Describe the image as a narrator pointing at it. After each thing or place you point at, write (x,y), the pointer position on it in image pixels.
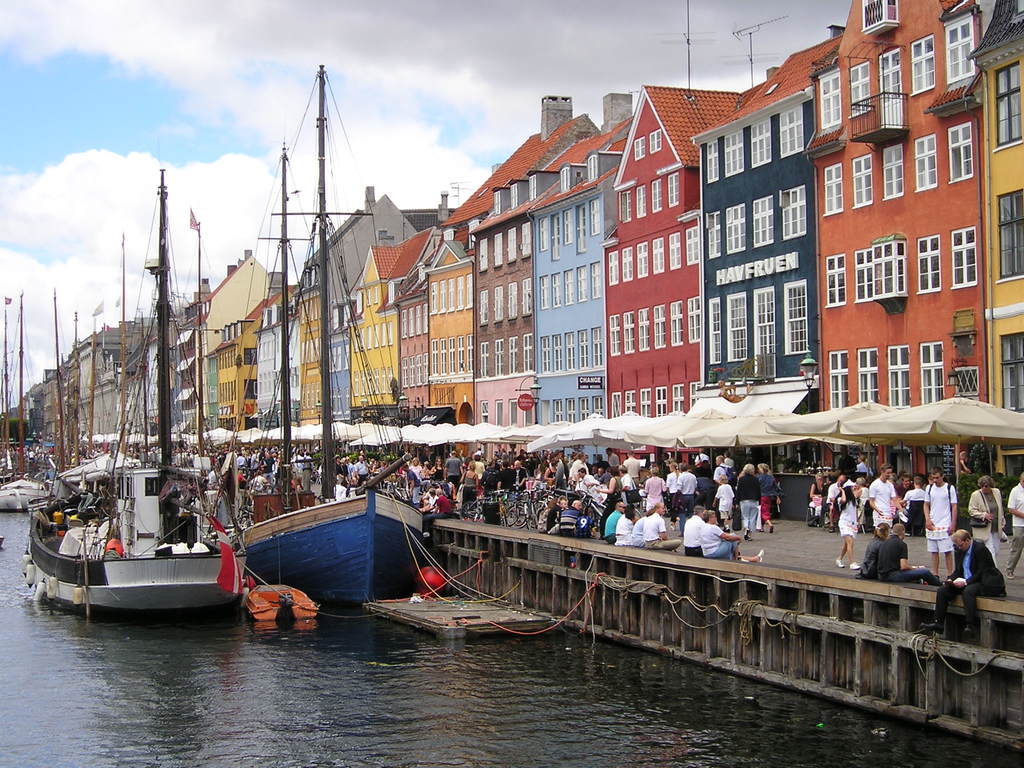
This picture is clicked outside the city. Here, we see many buildings (622,283) which are in orange, grey, blue, red, brown, yellow color and beside that, we see white tent (588,443) under which many people (634,502) are walking on road (800,538). Beside that, we see water (368,689) and in water (276,686), we see boats (313,534) and on top of the picture (114,99), we see sky (160,108) and clouds (380,108).
